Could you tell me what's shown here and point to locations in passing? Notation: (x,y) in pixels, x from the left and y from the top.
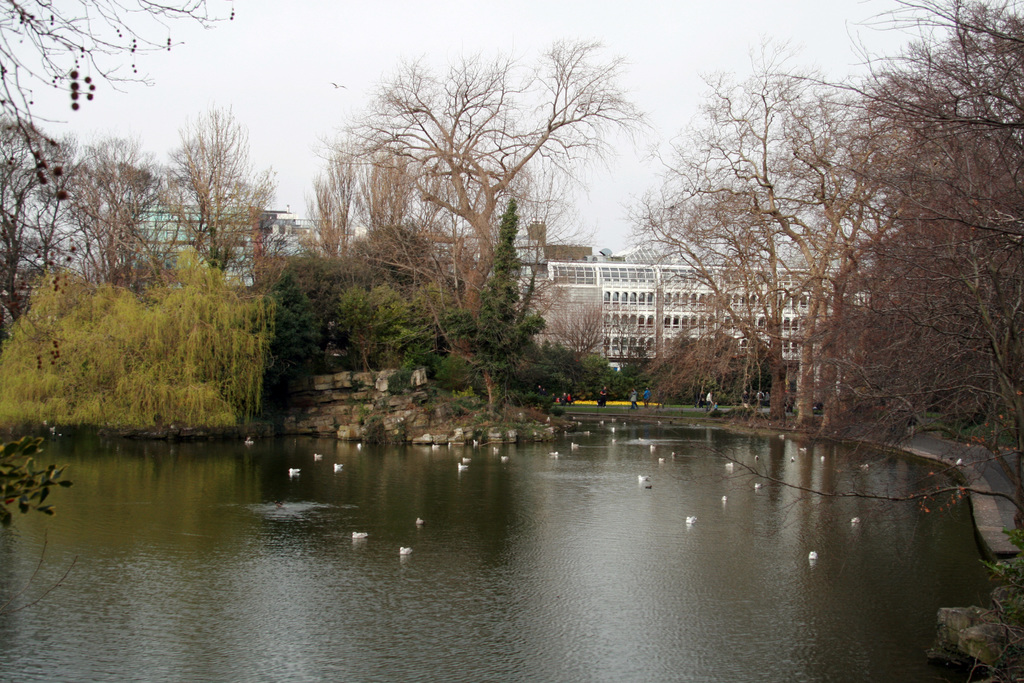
In this image there is the sky (411,47), there are buildings (702,309), there are persons (706,396), there are trees (491,337), there are trees (952,200) truncated towards the right of the image (953,245), there are trees (72,191) truncated towards the left of the image (97,318), there is a lake (209,585), there are birds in the lake (520,476).
